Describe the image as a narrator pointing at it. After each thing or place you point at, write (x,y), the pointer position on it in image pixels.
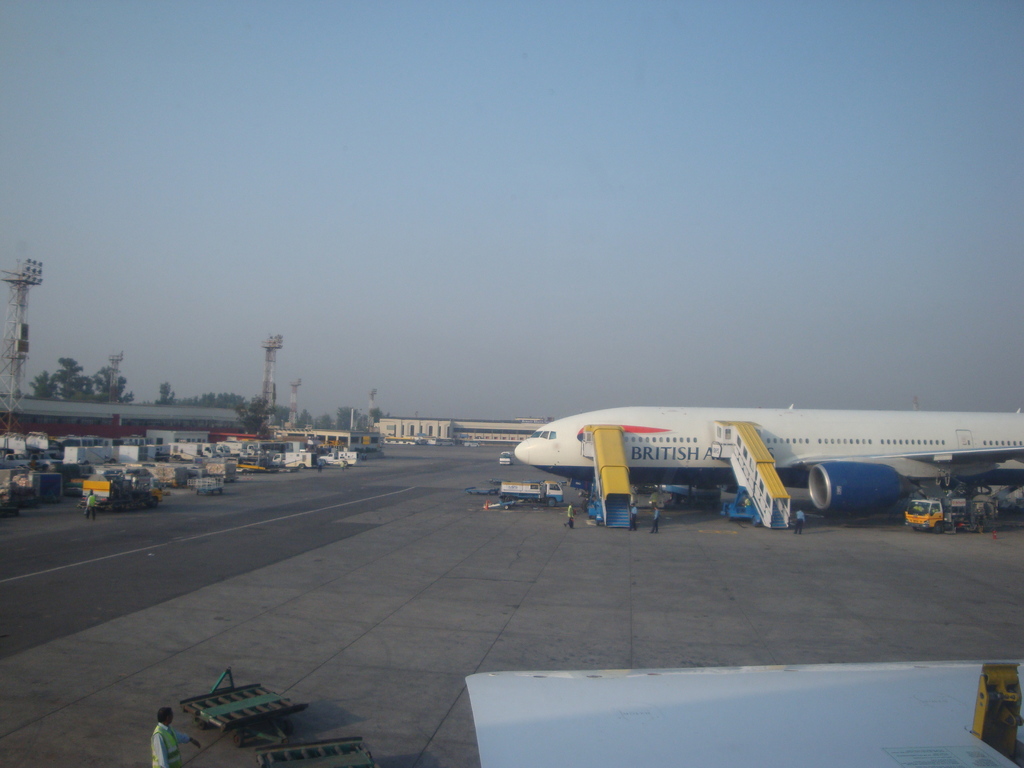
In the image there is an airplane (668,447) in the airport landing area (360,459), around the airport (436,551) there are many vehicles (98,509) and other equipment (34,491) like trolleys (198,714) and around the vehicles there are several towers (18,301), a building (428,426) and in the background (80,389) there are few trees (108,389).
